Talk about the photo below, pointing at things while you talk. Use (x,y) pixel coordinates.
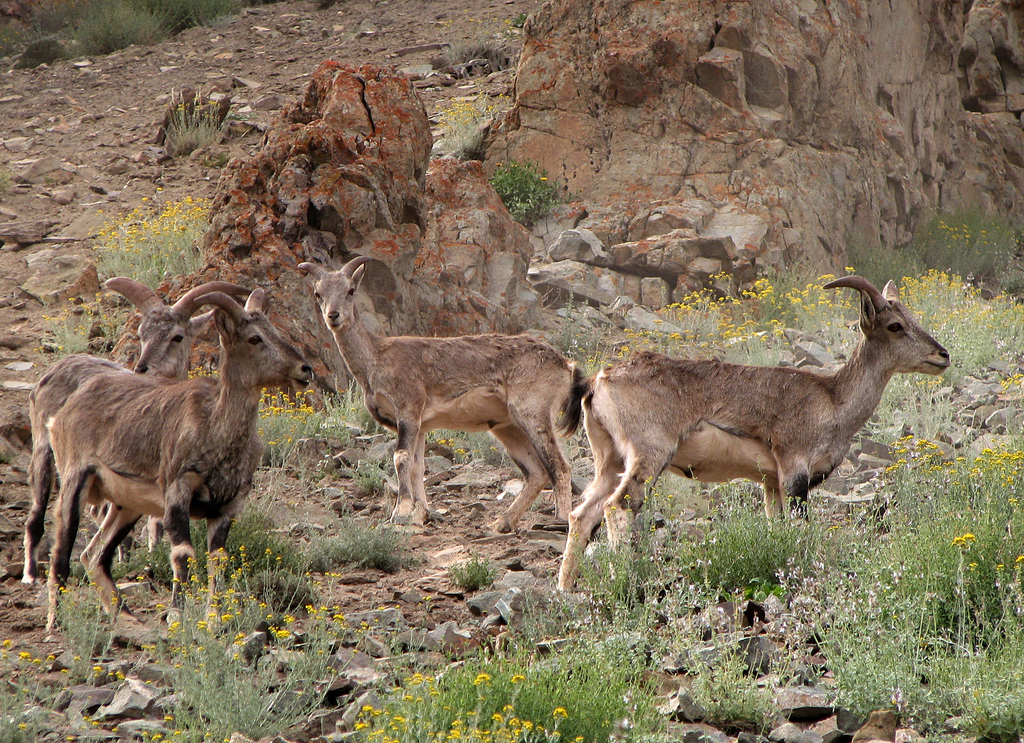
In this image I can see animals (513,374). There is grass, there are rocks (954,68), stones (103,194), flowers (310,400) and plants (440,438).
